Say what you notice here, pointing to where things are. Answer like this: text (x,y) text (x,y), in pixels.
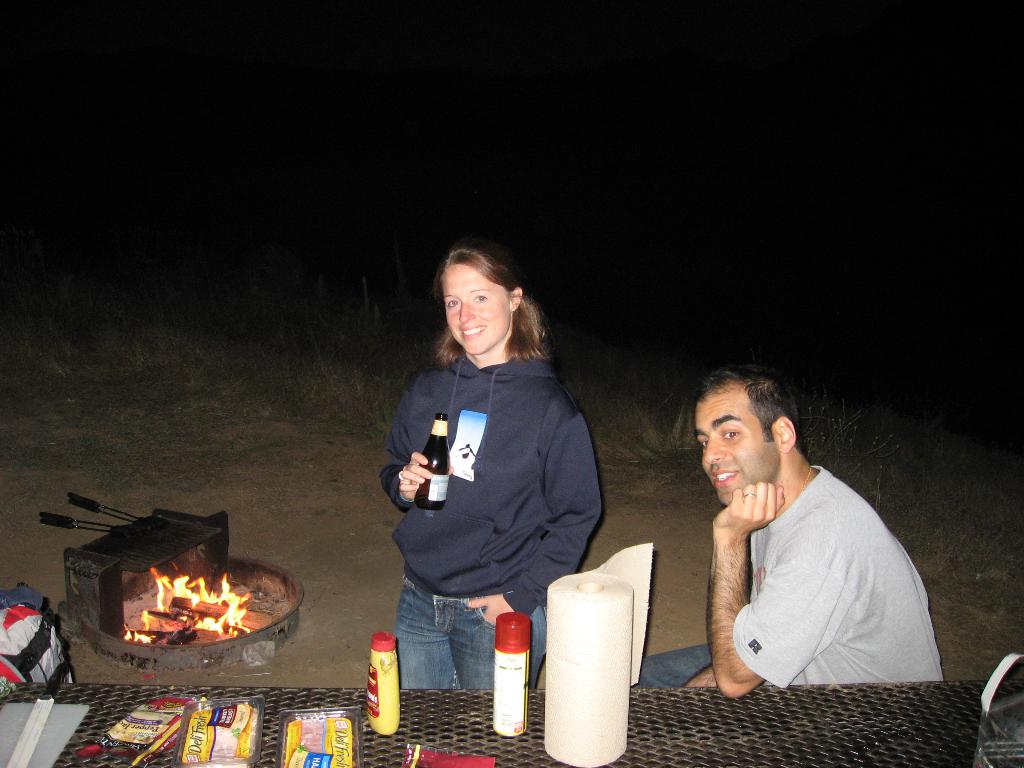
In this picture we can see a woman (557,451) holding a bottle (434,434) and smiling. We can see a person (792,569) sitting on the right side (849,609). There are a few bottles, knife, packets (472,760) and other items (1004,750) are visible on a metal object (265,753). We can see fire (204,599). Around this fire (147,620), we can see some objects (108,590). Some grass (178,394) is visible on the ground (395,361). We can see a dark view (814,132) in the background (329,144).
